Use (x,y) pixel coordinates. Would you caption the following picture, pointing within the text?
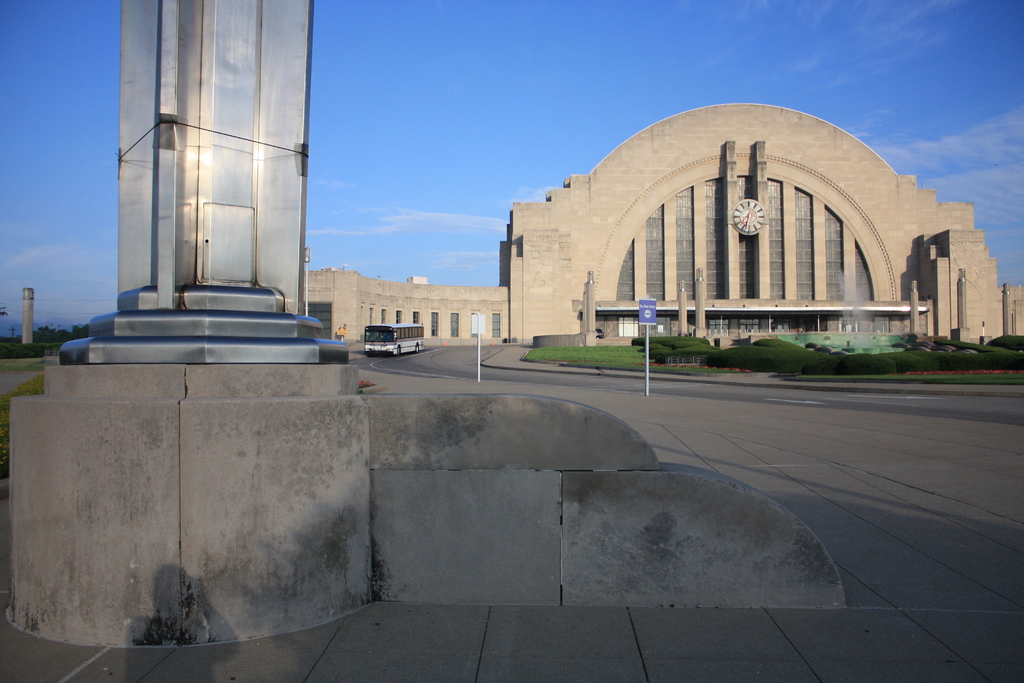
In this picture there is a bus (388,342) On the road (405,367), beside the road (476,366) we can see the grass (602,355) & sign boards (648,383). In the background (731,317) we can see the building (840,246). In front of the buildings (835,268) we can see fountain (849,321), plants (839,365) and pillars (149,463). On the building (717,206) we can see the wall clock (749,231). At the top (650,41) we can see sky (624,23) and clouds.
